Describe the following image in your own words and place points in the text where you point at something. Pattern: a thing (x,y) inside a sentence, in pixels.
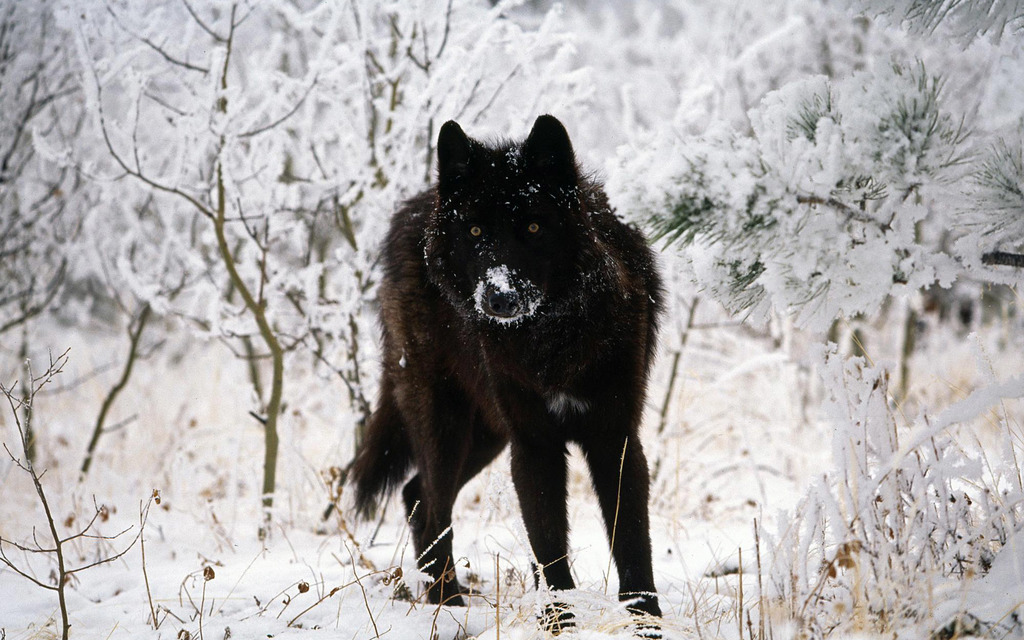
In this image we can see an animal (456,398), snow (282,606), plants (930,516), and trees (398,27).
